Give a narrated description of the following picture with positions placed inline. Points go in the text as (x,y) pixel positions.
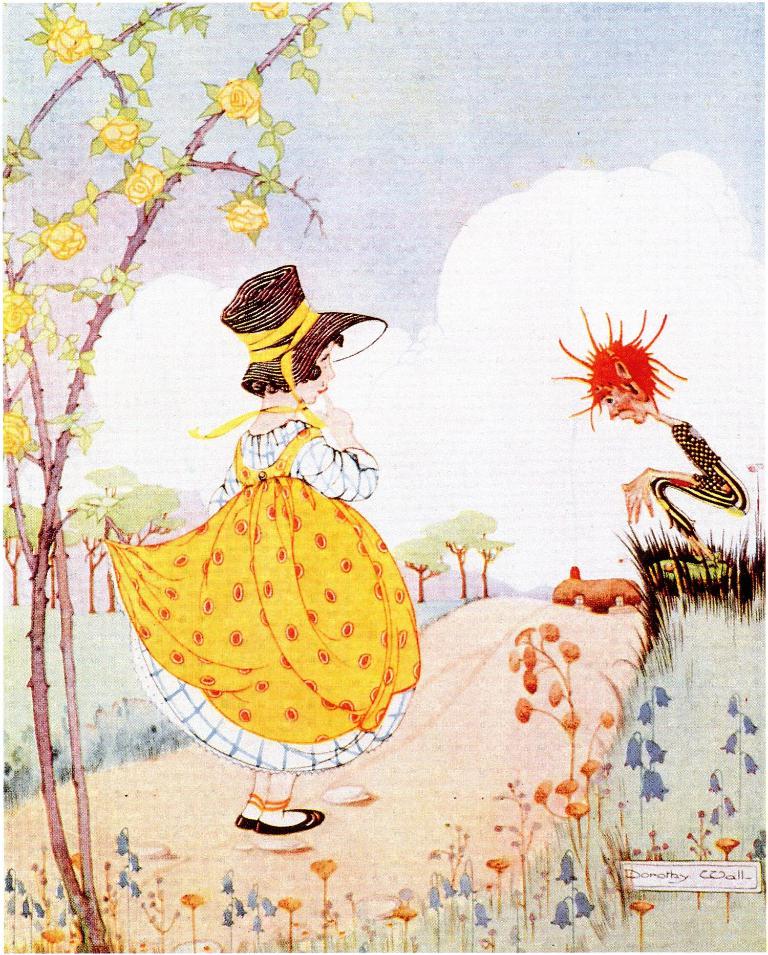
Here in this picture we can see a drawing (335,339) made on a thing (123,667) and in that we can see two persons (316,464) present and we can see plants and trees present and we can see clouds (463,497) in the sky (359,274) and we can see the whole thing (308,223) is colored.
